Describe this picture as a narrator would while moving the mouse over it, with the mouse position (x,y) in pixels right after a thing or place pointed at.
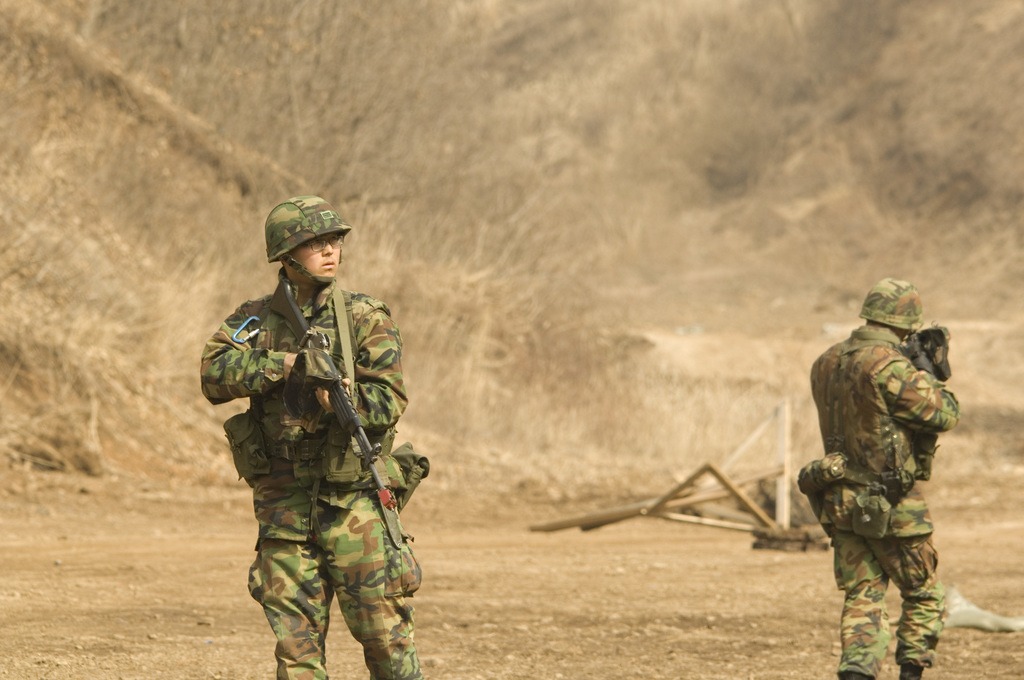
In this image I can see on the left side (340,327) a man (283,264) is standing with a weapon (356,419) in his hand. He wore army dress (300,504) and cap (329,232), on the right side (877,301) there is another man (919,438) in army dress (895,455) and weapon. At the back side (419,155) there are dried trees (336,179). On the right side (767,535) there is a wooden thing (726,485). At the bottom (548,619) it is the sand (543,646).
